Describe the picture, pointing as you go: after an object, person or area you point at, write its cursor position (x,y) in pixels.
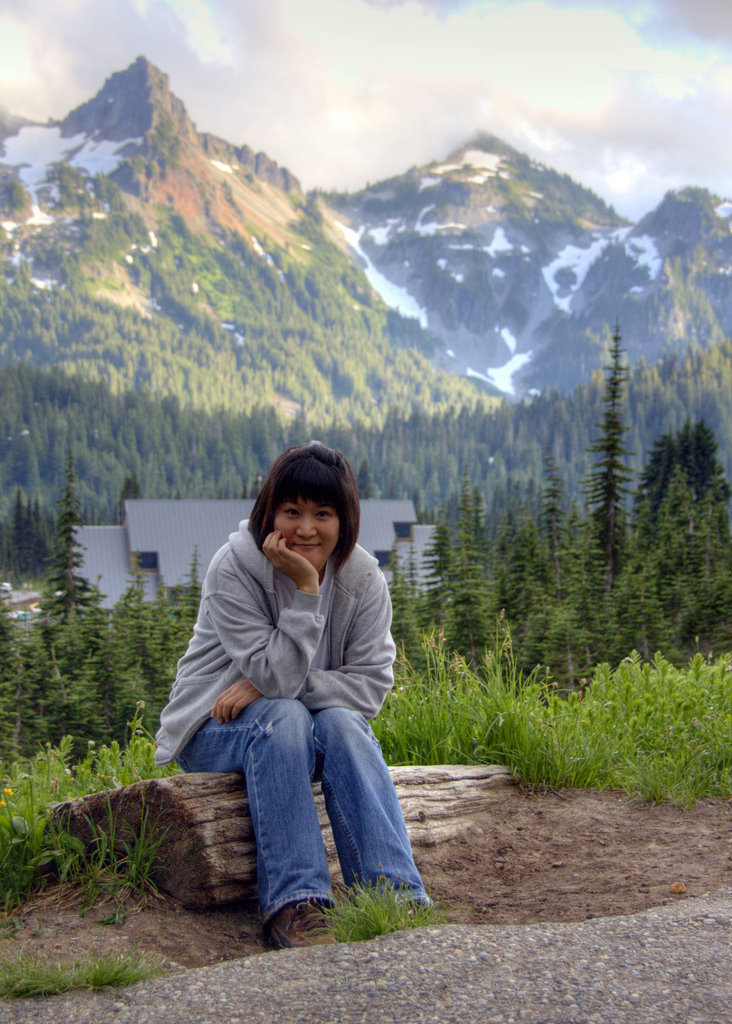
In this image I can see the person (221,663) with the ash and blue color dress (273,802) and sitting on the trunk (213,833) of the tree (207,846). To the side of the person (344,796) I can see the grass (422,757). In the background (441,611) I can see many trees (426,617), building (157,551), mountains (290,214) and the sky (381,59).
